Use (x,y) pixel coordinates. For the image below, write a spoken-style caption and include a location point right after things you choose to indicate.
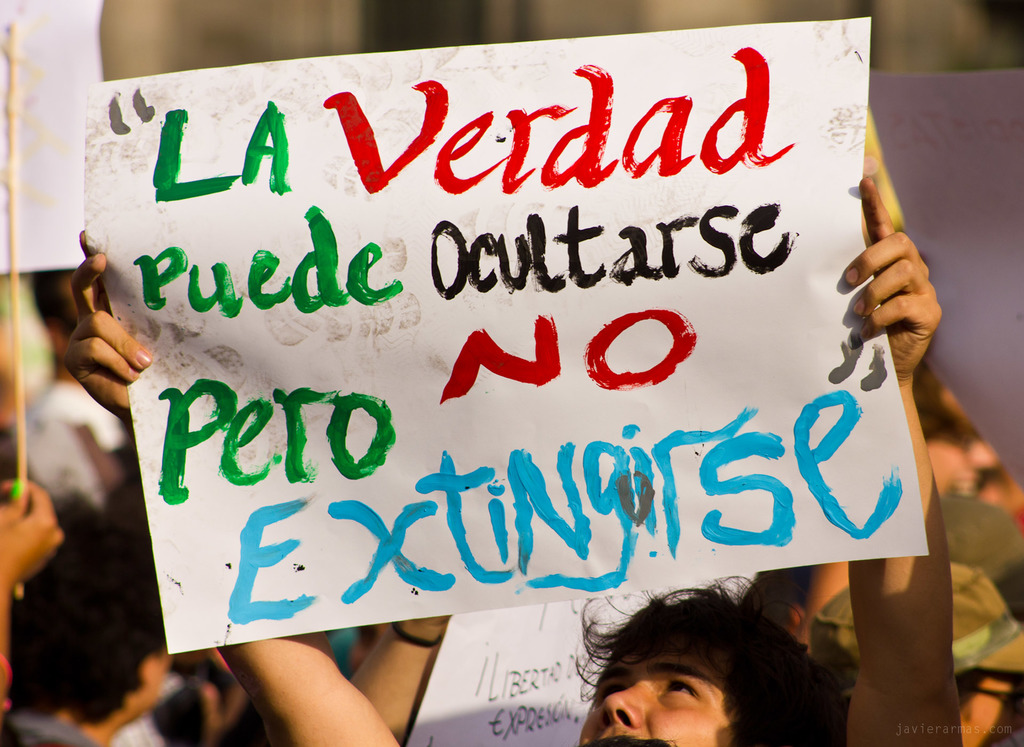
In this image, at the bottom (633,698) there is a man (615,696), he is holding a poster (565,222) on that there is a text (488,325). In the background (972,657) there are people (397,691), posters (3,161), sticks (9,148).
